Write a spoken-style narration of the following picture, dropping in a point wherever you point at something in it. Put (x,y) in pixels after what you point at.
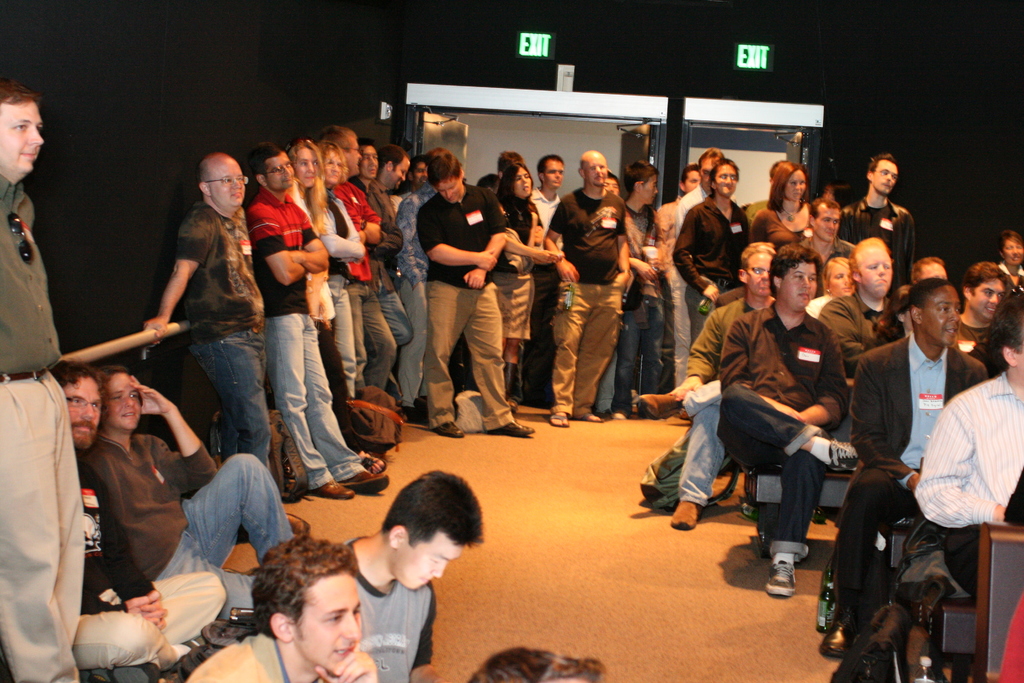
On the left side (310,552), there are men (470,187) and women (504,211). Some of them are standing. On the right side (873,392), there are men (1020,303) and women (1003,264). Some of them are sitting. In the background (786,114), there are two sign boards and doors (753,118).
